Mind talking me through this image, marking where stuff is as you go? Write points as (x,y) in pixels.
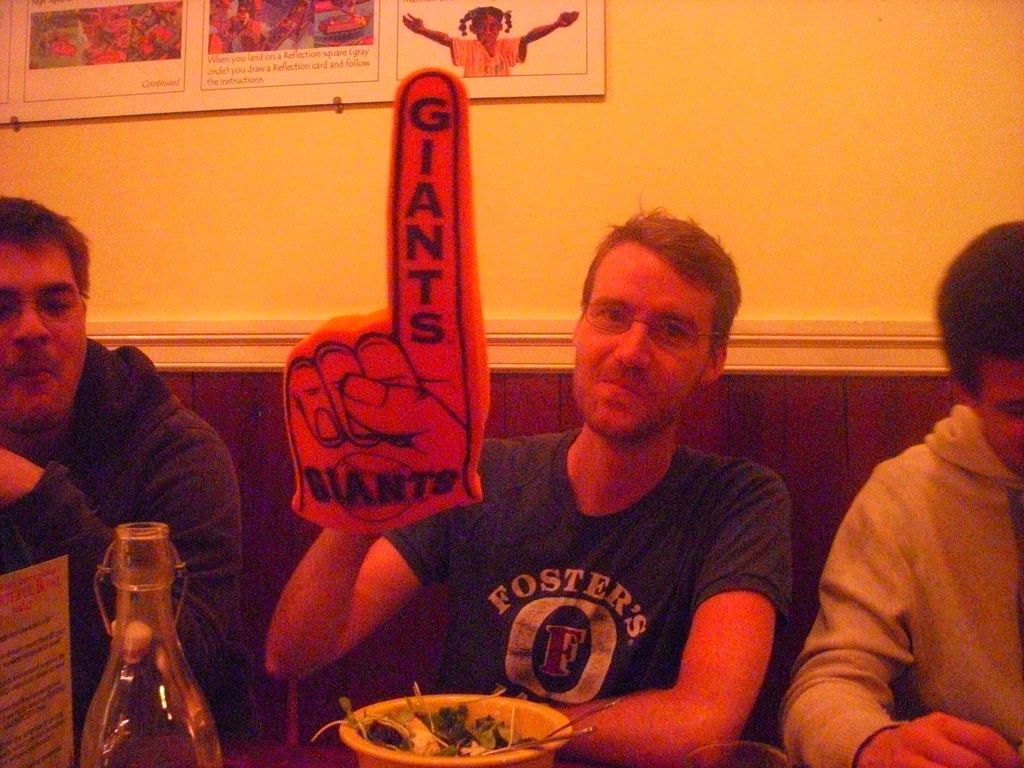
In this image we can see three persons (754,619) sitting in front of the dining table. On the table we can see the text board (54,672), bottle (173,721) and there is food (410,735) in the bowl (475,709). We can also see the glass (702,754) and the center person (583,427) is wearing the gloves (423,413) which is having the text (424,488) and the hand depiction (377,401). In the background (48,31) we can see the frame (216,29) attached to the plain wall (830,198).
